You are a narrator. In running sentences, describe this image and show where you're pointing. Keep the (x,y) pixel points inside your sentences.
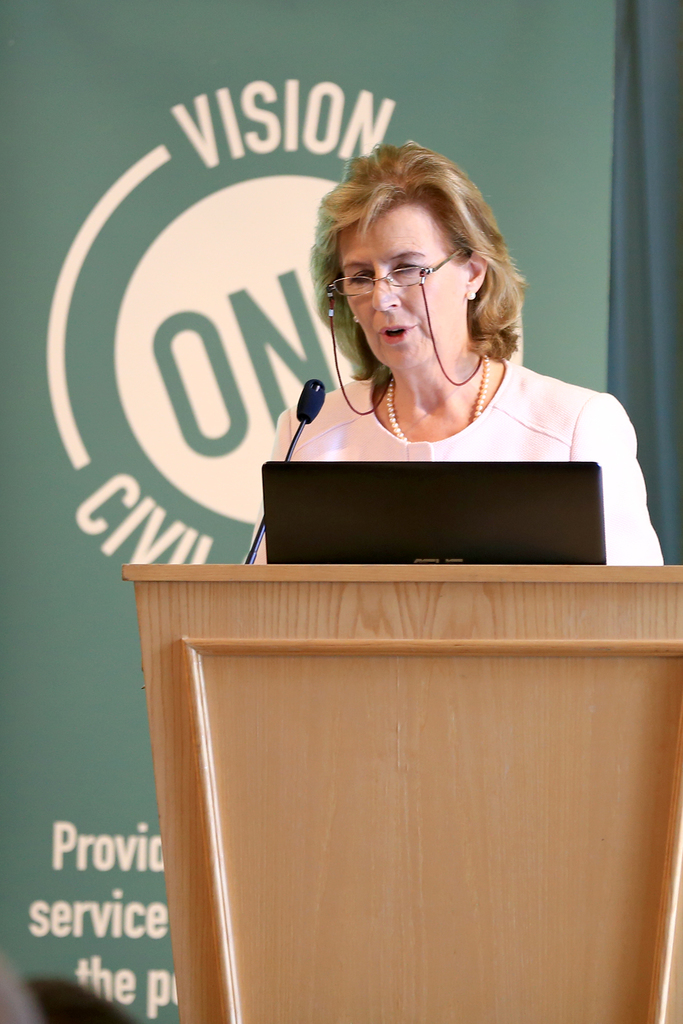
Here we can see a woman (437,454) talking on the mike (308,412) and she has spectacles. This is a podium (451,813) and there is a laptop (492,527). In the background (56,383) there is a banner (101,445).
